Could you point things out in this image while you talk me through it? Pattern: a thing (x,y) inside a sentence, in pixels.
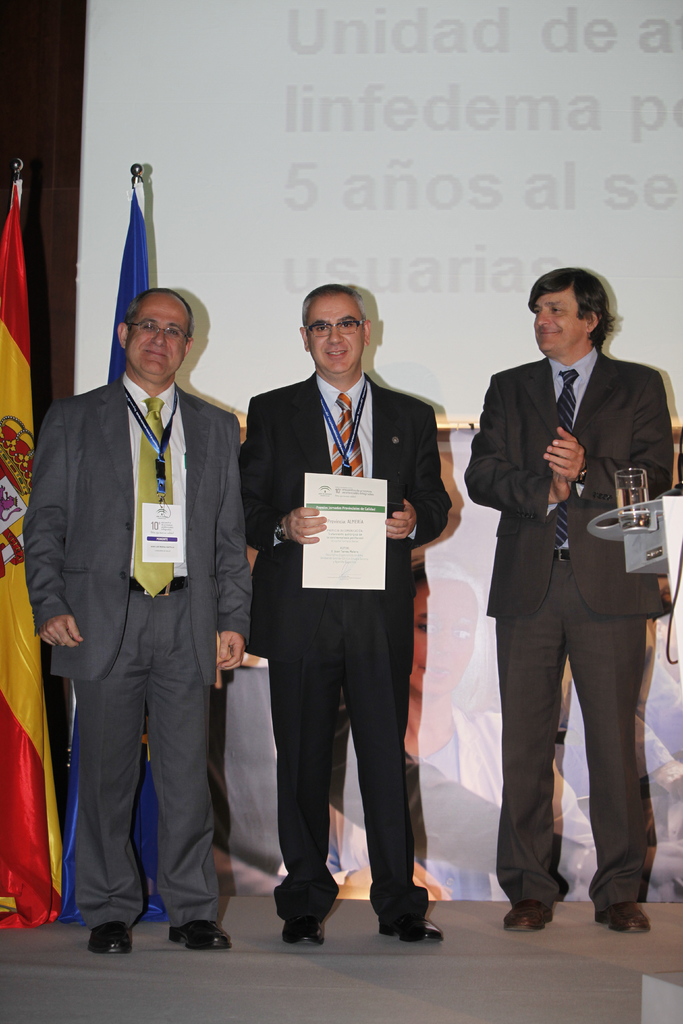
In this picture we can see three people (264,571), the middle person (365,472) is holding a certificate (324,558), in front of them we can see a glass (627,479), in the background (134,232) we can see flags (130,247).
